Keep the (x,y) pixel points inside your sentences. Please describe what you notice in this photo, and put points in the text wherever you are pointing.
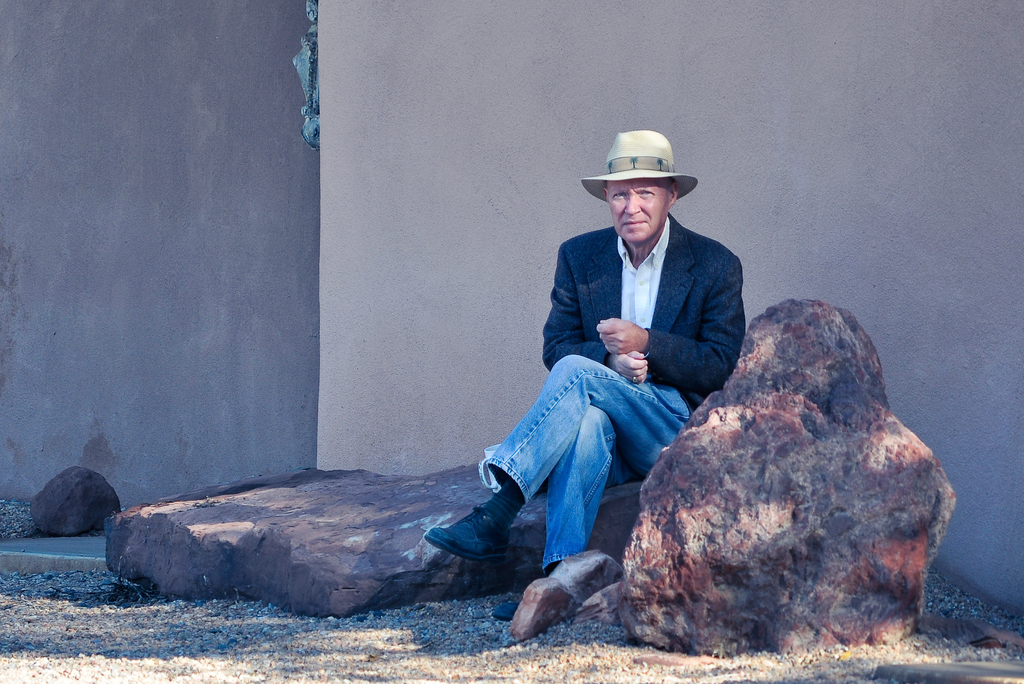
In this image, we can see a person (614,243) sitting on a rock (435,562) in front of the wall (526,116). This person (683,257) is wearing clothes (555,419) and hat (621,172). There is an another rock (707,425) in the bottom right of the image (893,602).
